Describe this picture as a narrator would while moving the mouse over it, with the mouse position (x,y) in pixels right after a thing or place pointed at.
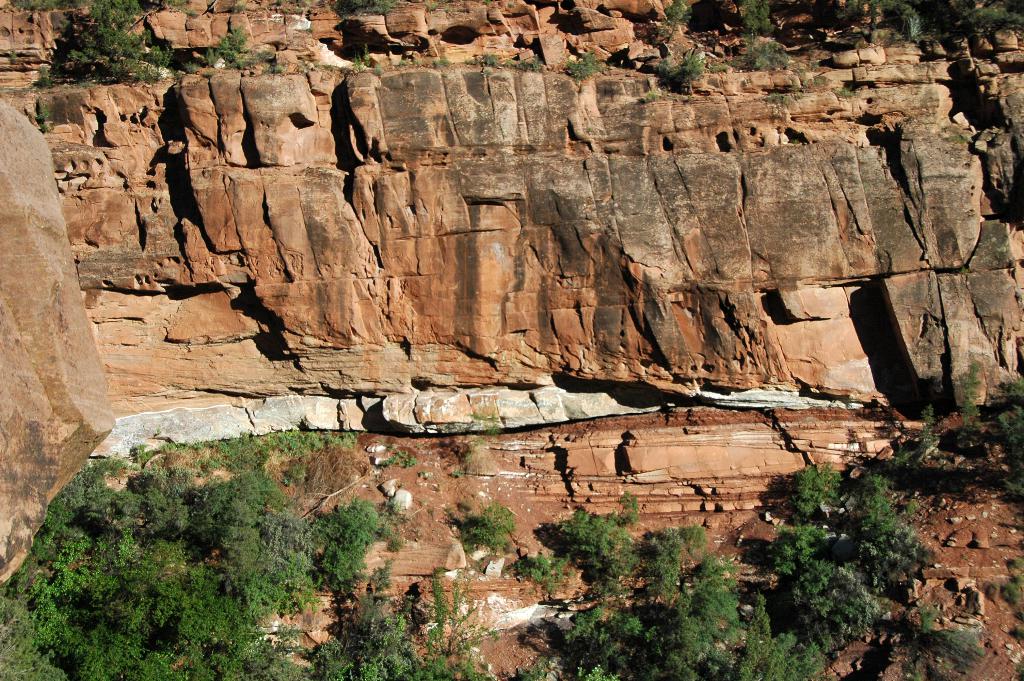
This image consists of mountains (483,298). In the front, there are many rocks (687,487). At the bottom (671,657), there are trees (40,594).
